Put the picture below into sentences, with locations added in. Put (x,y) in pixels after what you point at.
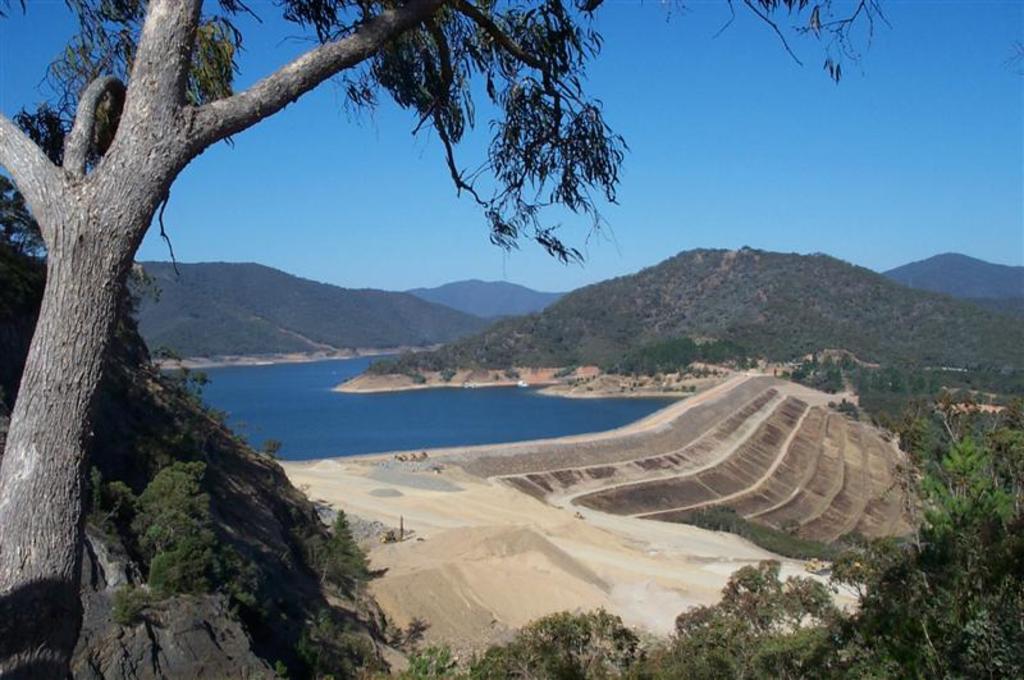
In the foreground of this image (78,297), on the left (78,297), there is a tree (102,200). At the bottom (213,641), there is rock (229,624) and the trees (929,628). In the middle (516,429), there is water (364,414), sand (495,518), land (502,521) and the slope ground (754,459). In the background (753,300), there are mountains (788,299) and the sky (812,173).
